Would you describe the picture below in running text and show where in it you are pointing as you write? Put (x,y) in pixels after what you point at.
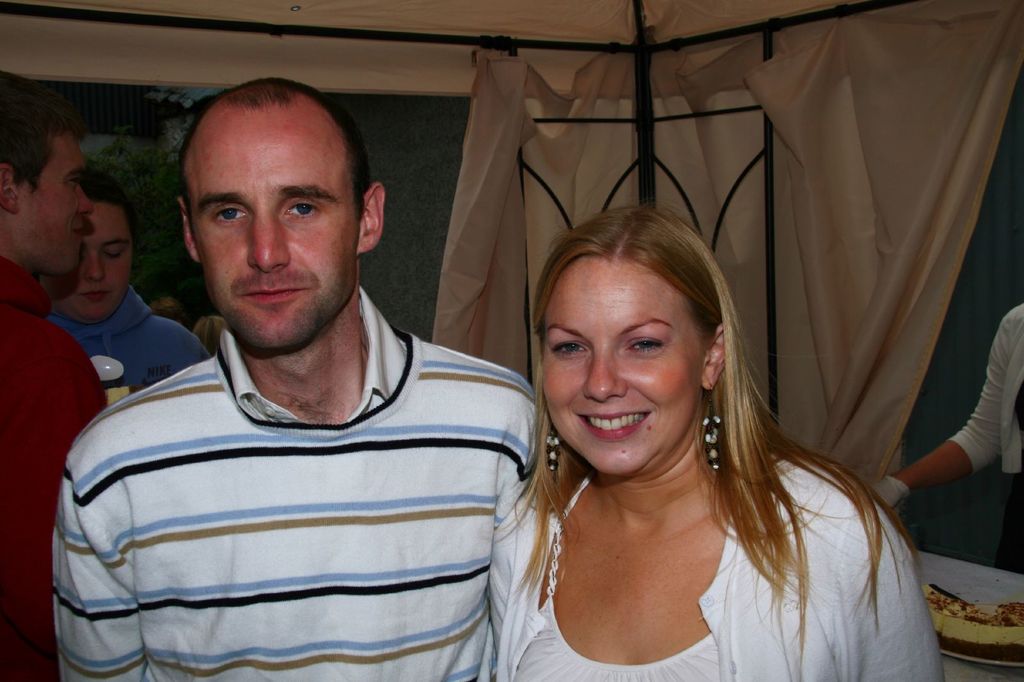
In the center of the image (582,368) we can see two persons (445,522) are standing and one of them is smiling. In the background (944,327) there is a building (118,122), fence (1017,156), wall (1018,169), curtain (827,156), tent (729,156), pole type structure (692,38), table (963,666), cake (972,649), trees (131,162), few people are standing, few people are holding some objects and a few other objects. On the left side of the image (9,363), we can see one person (11,351) is standing.
